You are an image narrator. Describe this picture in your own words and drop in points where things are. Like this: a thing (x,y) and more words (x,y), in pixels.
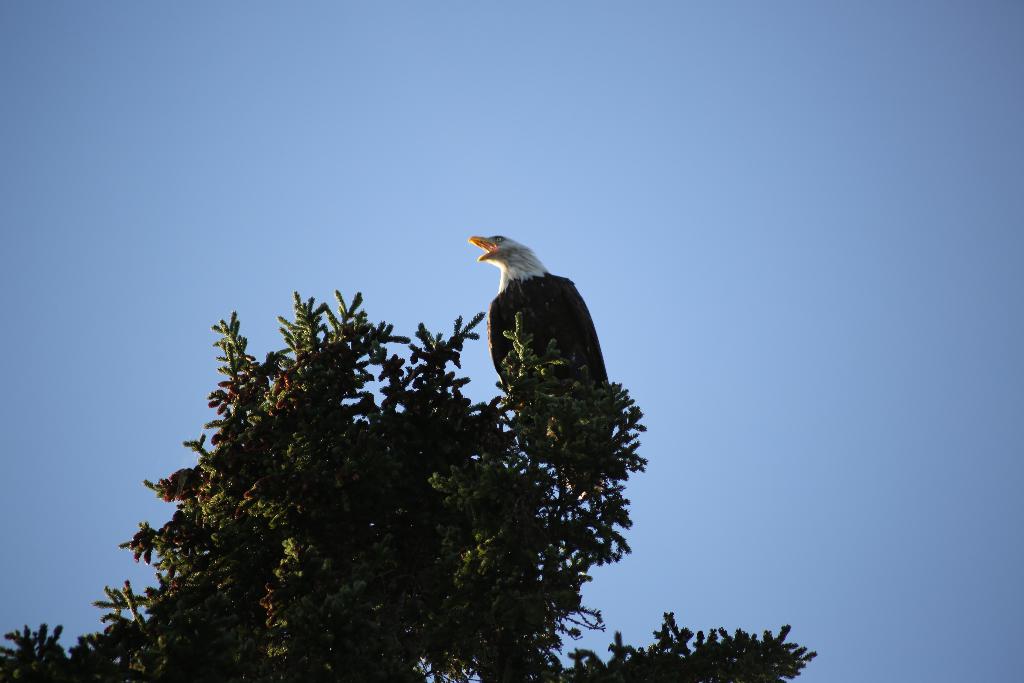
In this image there are branches (209,590) of a tree (398,525). On the top of the tree (513,382) there is an eagle (534,342) sitting. At the top (488,134) there is the sky (409,154).
